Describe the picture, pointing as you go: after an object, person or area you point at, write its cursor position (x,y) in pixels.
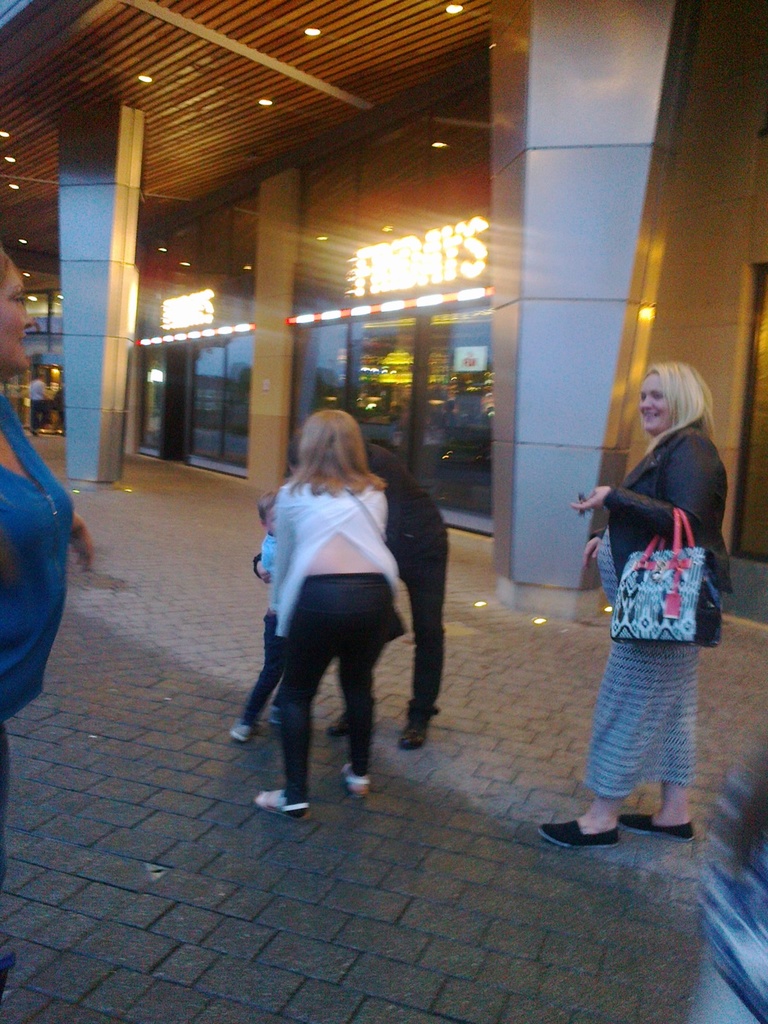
The picture is taken outside a city. In the foreground of the picture (337,514) there are people (273,684) standing. In the background (162,398) there is a building (281,240). In the center of the background (452,253) there are lights (462,253). At the top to the ceiling (213,81) there are lights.
